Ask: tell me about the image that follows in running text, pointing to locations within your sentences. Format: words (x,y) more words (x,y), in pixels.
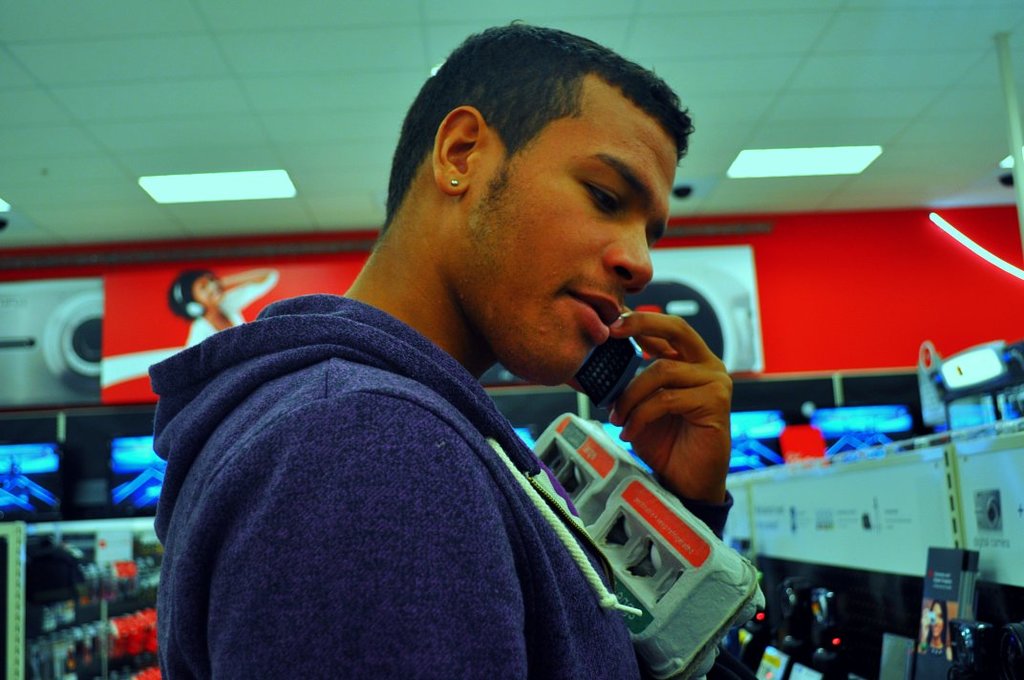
In this image I can see a man (543,355) is standing and holding some objects (658,575). In the background (796,162) I can see lights (776,163) on the ceiling (175,137) and some other objects (859,562).
